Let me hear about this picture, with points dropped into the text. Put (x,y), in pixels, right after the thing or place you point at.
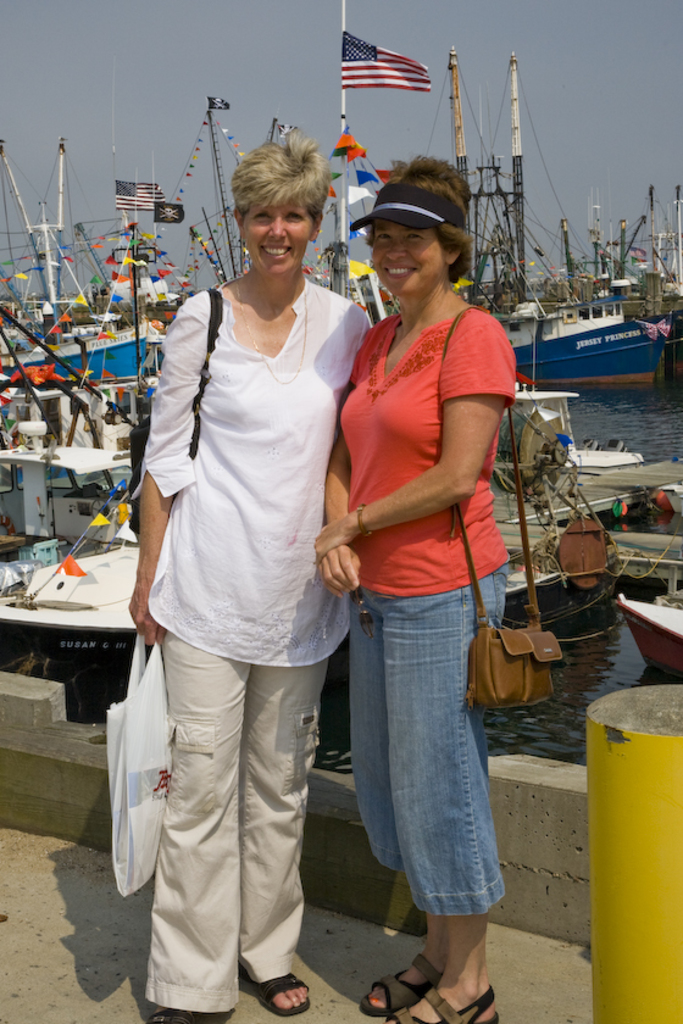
In this image, we can see two women (266,596) are standing. They are watching and smiling. They are wearing bags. Here a woman (202,622) is carrying a carry bag (146,736). Background (638,513) we can see few boats (31,621) are above the water (596,694). Right side (649,785) bottom corner, we can see yellow color pole (651,906). Top of the image (351,31), there is a sky (191,60). Here we can see few flags (372,187) and paper crafts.
